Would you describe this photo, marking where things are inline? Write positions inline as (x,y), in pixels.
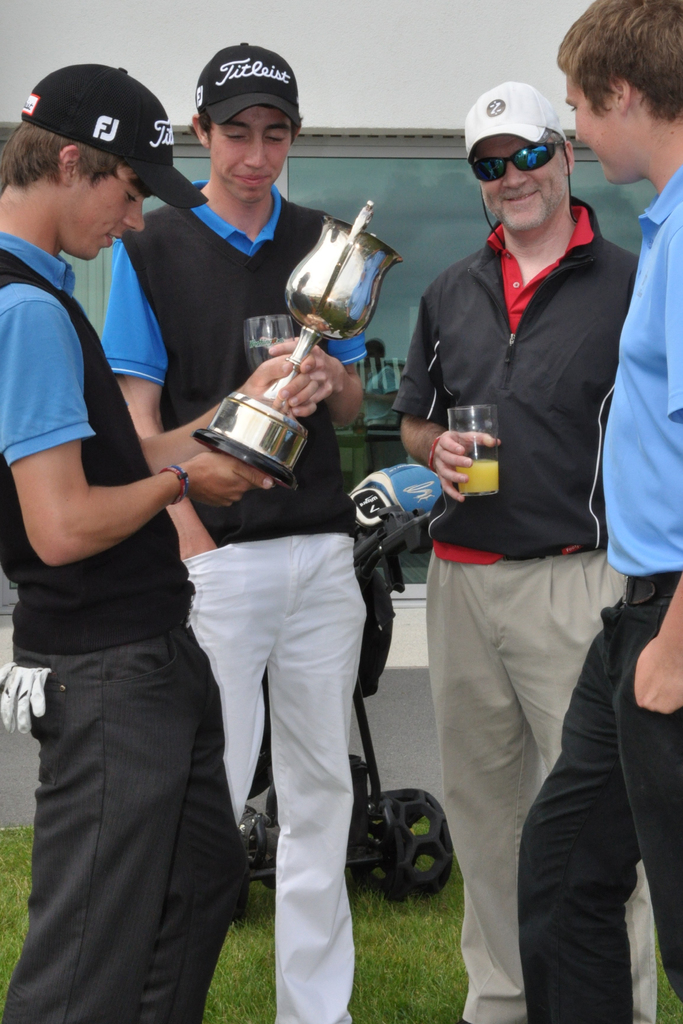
In this picture, we see four men (634,388) are standing. The man (42,247) on the left side (152,791) is holding a trophy (268,395) in his hands (191,461). The man (503,348) in the black jacket (564,347) and red T-shirt (516,303) is holding a glass (476,462) containing the liquid (460,471) in his hand (451,469). He is smiling and he is wearing the spectacles (523,161). Behind them, we see a golf trolley (412,521). In the background (386,195), we see a window (372,183) in green color. Behind that, we see a white wall (370,80). At the bottom (422,952), we see the grass (431,944).
